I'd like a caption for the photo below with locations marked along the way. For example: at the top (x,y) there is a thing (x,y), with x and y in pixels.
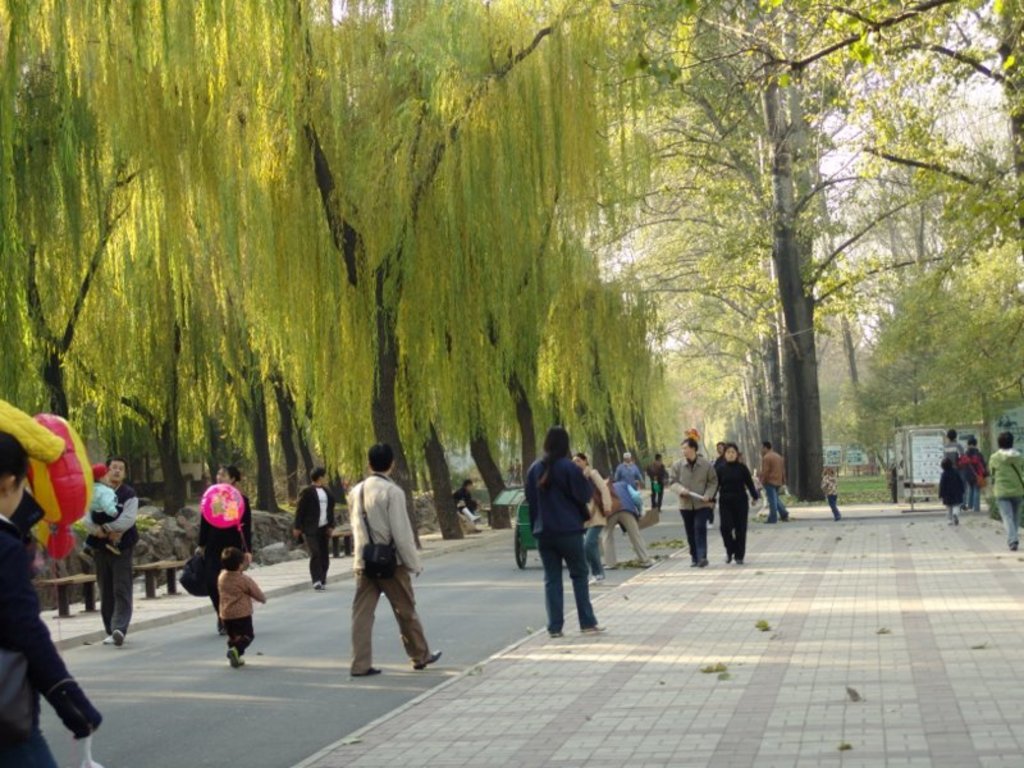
In this picture we can observe some people (728,506) walking on the road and some of them were on the footpath (826,563). There were men (397,517), women (747,475) and children (243,613) in this picture. There are some trees (517,240) in the background (785,197). In the background (859,156) there is a sky (894,240).
